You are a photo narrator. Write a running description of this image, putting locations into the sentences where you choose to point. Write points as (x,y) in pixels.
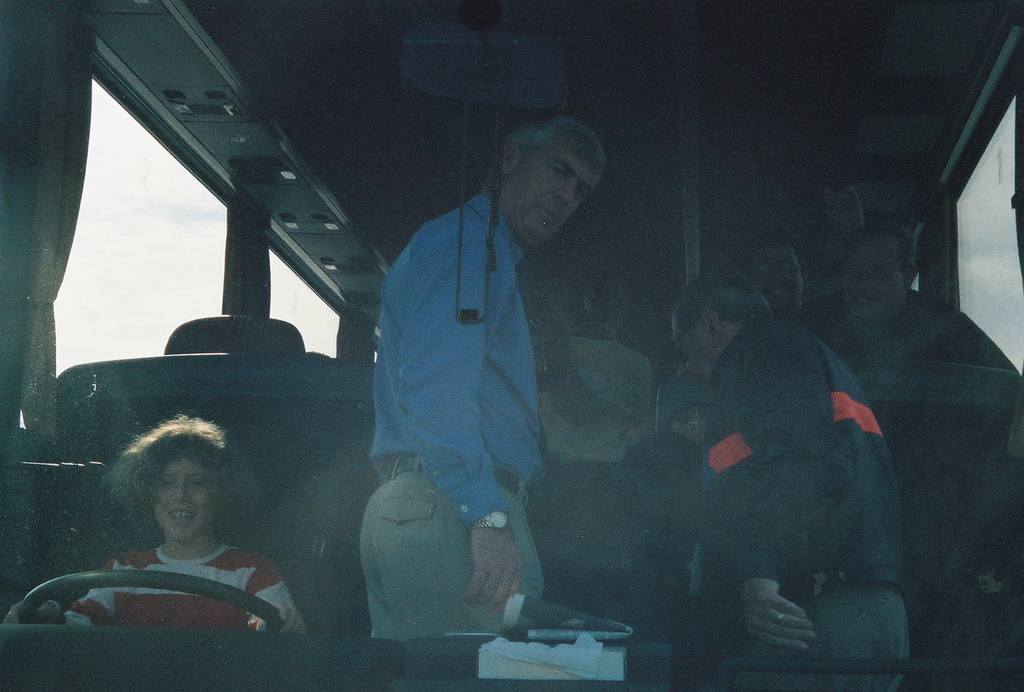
In this picture we can see an inside of a vehicle (151,43), here we can see a group of people (388,369), steering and windows (144,168).
